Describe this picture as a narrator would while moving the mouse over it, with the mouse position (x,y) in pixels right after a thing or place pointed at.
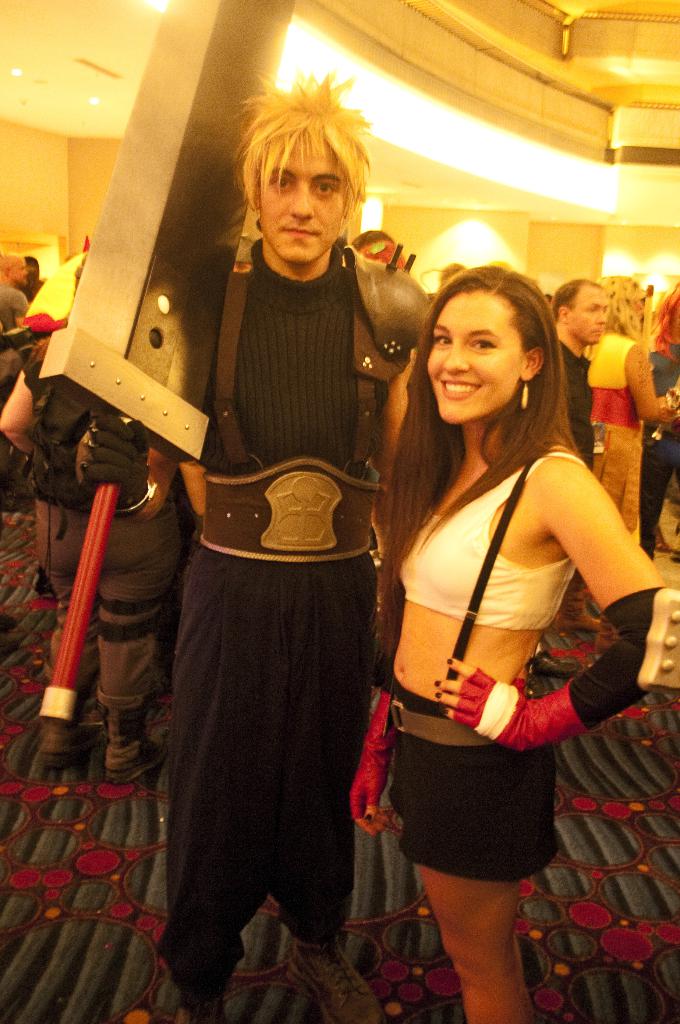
In the foreground of this image (474,682), there is a woman (497,620) and a man (350,601) standing on the floor (90,997) and the man (234,372) is holding a sword like an object (130,266). In the background (587,294), there are people (59,284) and few lights (415,140) to the ceiling (386,147).
